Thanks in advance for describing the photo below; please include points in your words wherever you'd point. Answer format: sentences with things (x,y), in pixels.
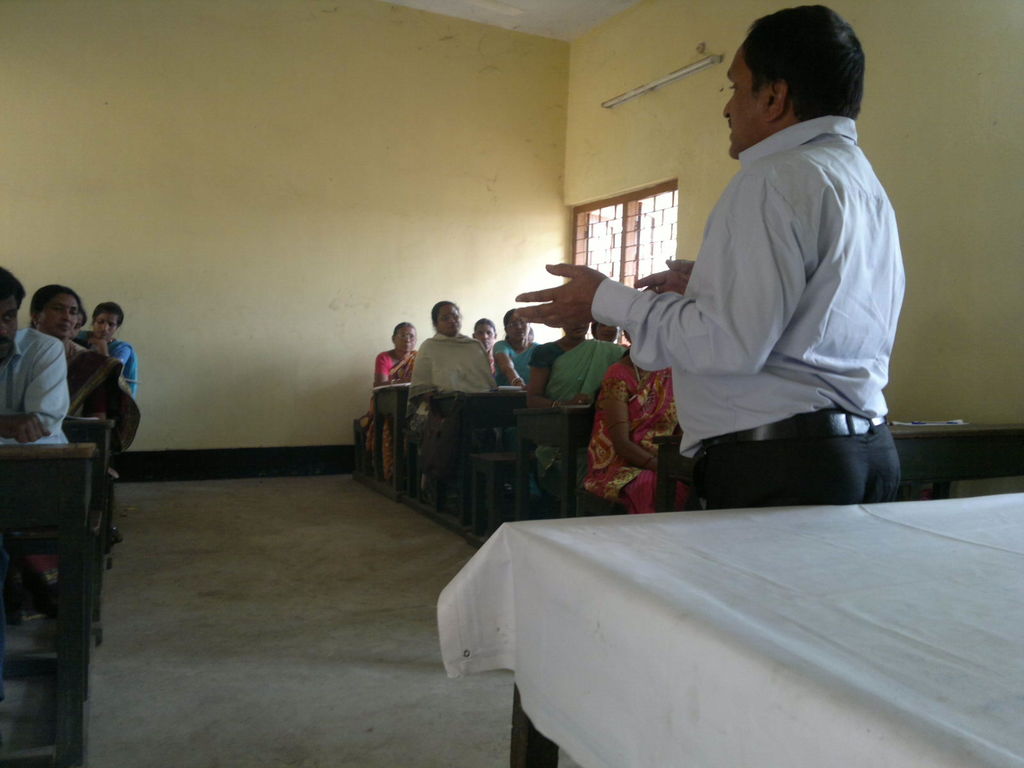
The picture is clicked inside a class room (298,525) where many people (414,394) are sitting on tables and a guy (753,451) who is standing is explaining them, there is a white table (519,534) to the right side of the image (888,540). In the background (643,229) there is a window (604,241).
